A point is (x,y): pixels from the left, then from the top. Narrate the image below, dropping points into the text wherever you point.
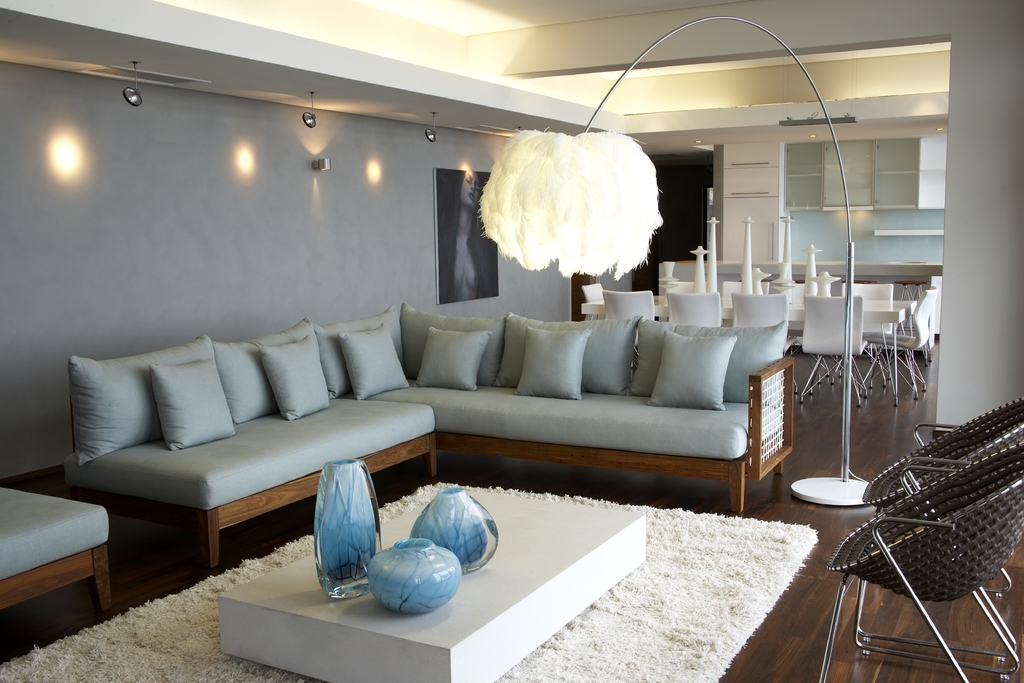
In the center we can see table (307,635) and carpet (659,639). On the right (878,510) we can see two chairs (907,484). In the background (381,210) there is a wall (246,231), light (514,190), sofa (615,405), pillows (551,363), photo frame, table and chairs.
